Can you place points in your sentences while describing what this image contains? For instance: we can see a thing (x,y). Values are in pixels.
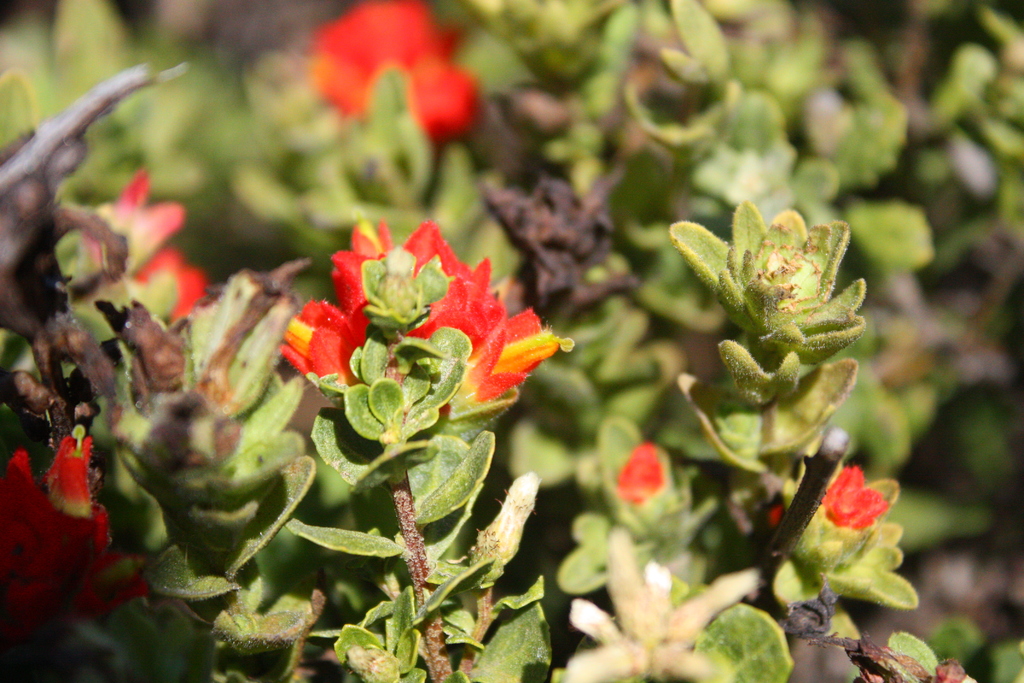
In this picture, we see the plants (443,361) which have flowers (497,330). These flowers (488,317) are in red color. In the background (617,153), it is in red and green color. This picture is blurred in the background (548,501).
